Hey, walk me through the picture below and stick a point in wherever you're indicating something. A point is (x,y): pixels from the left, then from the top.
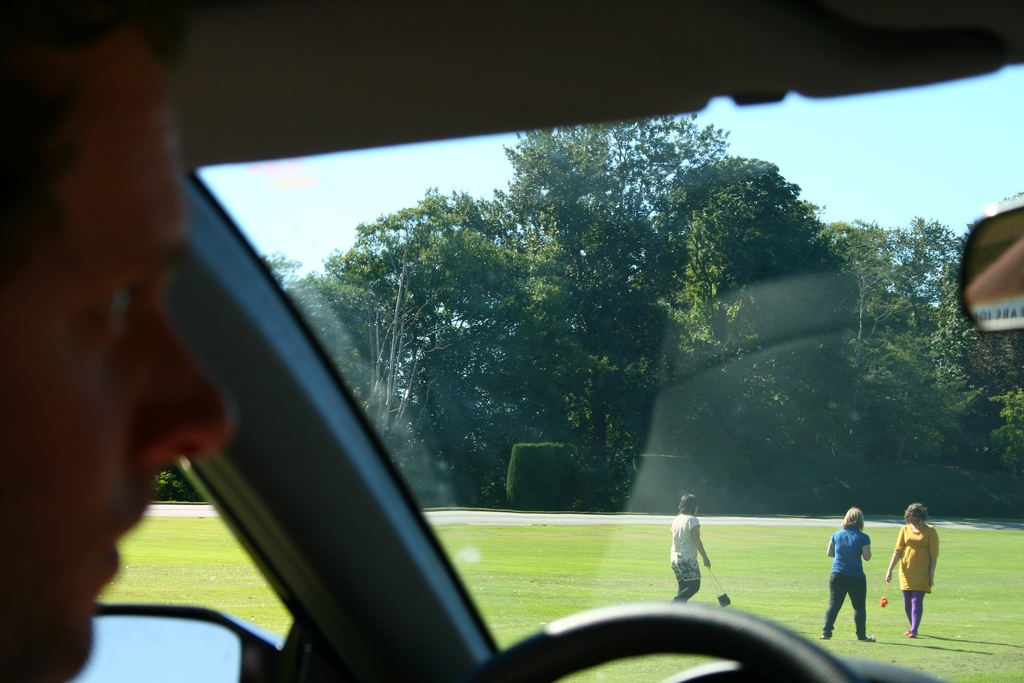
In this picture we can see a person (101,485) in a vehicle (246,436). At the bottom of the image (521,669), there is a steering (510,658). On the right side of the image (1012,278), there is a mirror (996,274). In front of the person (63,271), there is a glass (634,556). Behind the glass (1004,177), there are trees (617,335), people (678,543), grass (890,597) and the sky (967,188).
